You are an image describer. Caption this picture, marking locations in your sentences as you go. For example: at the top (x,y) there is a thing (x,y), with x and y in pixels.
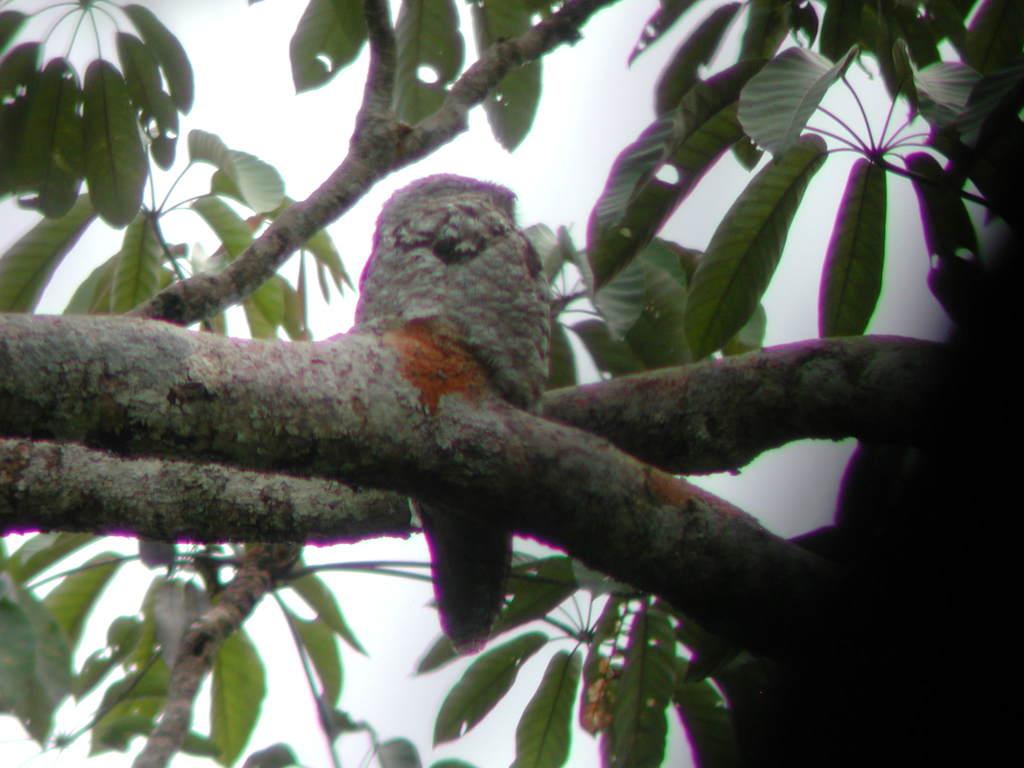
Here we can see a bird (536,407) on the branch (584,485). There is a tree (968,233). In the background (428,171) we can see sky (275,726).
